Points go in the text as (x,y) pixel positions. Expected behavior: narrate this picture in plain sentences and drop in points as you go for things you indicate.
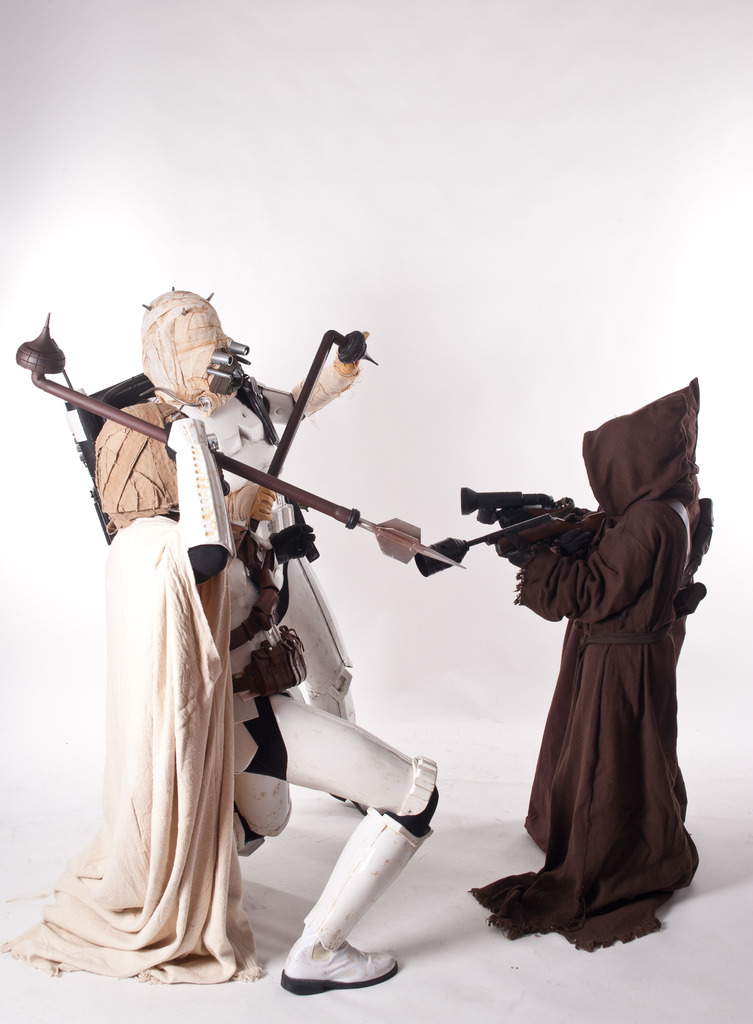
This picture shows couple of them (284,595) wore masks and holding some sticks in their hands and we see a white background (375,216).
